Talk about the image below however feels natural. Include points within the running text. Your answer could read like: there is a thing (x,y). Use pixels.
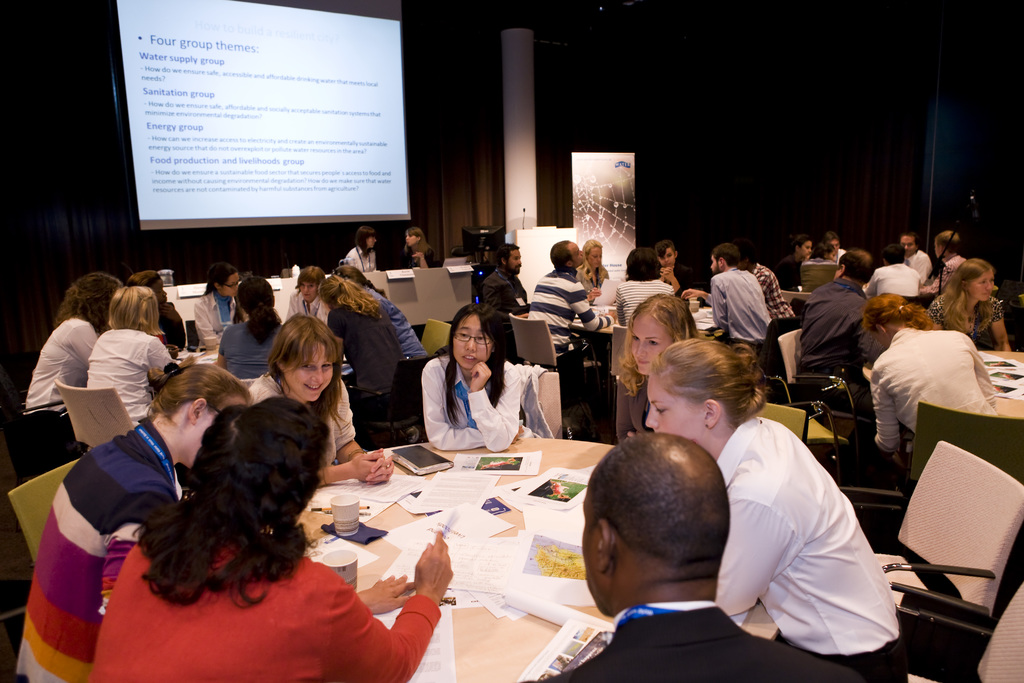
In this image we can see group of people (747,462) sitting on the chair (545,412). In front of the people (473,431) there is a table (480,621). On table (465,633) there are papers (494,543), cup (348,514) and at the background (506,151) there is pillar (511,140) and a screen (248,93).
